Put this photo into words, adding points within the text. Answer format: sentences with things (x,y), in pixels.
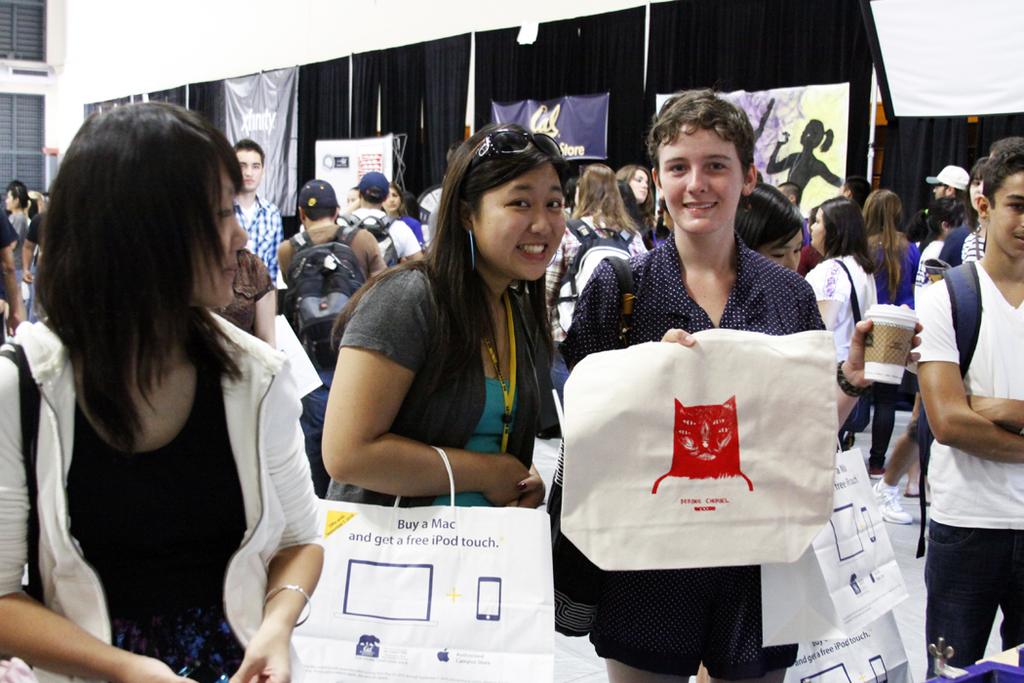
In this image we can see group of persons (92,233) standing. One person (710,581) is holding a cup (900,319) in his hand (852,345) and holding a bag (713,411) in the other hand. One woman (509,361) is wearing goggles (510,146) on her head (516,220). In the background (32,35), we can see group of persons (878,285) carrying bags (356,232), group of banners (566,113) with text (584,150), curtains (630,113) and windows (36,118).
